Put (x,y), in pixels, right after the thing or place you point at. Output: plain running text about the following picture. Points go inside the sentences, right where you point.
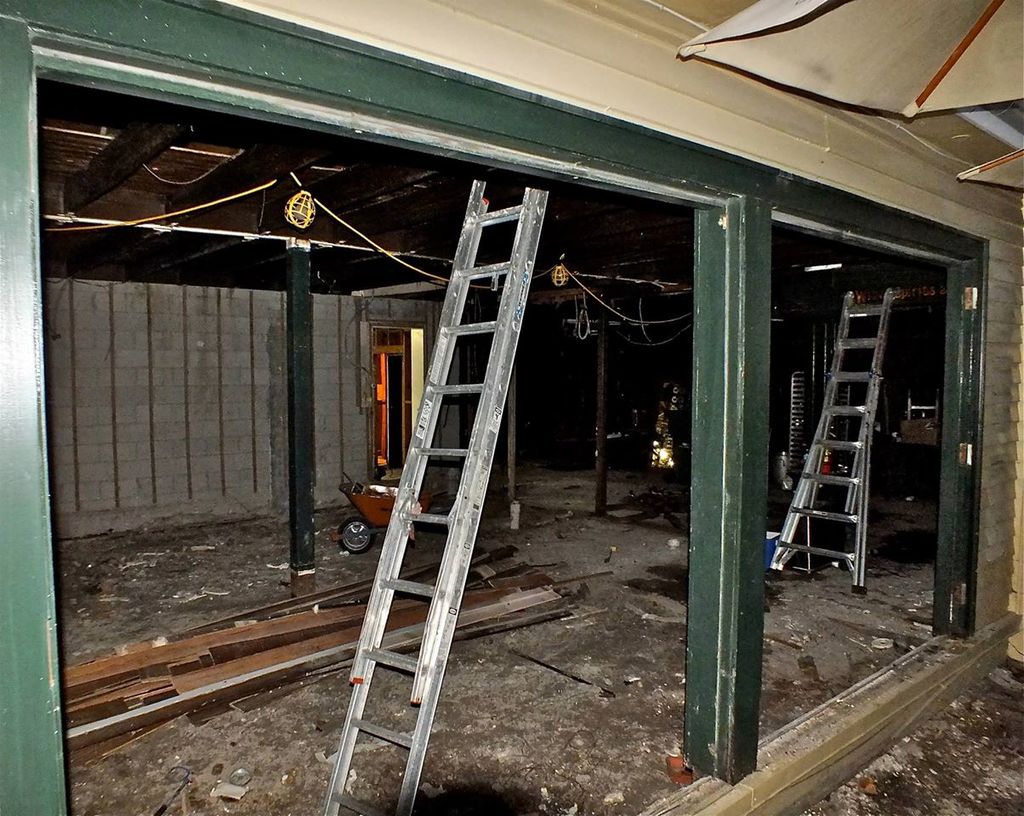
In this image there is a trolley (355,530), few wooden planks (311,661) and ladders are on the land (592,736). Front side of image there is a wooden frame (757,426) to the wall (769,104). Right top there is an umbrella (903,40).
